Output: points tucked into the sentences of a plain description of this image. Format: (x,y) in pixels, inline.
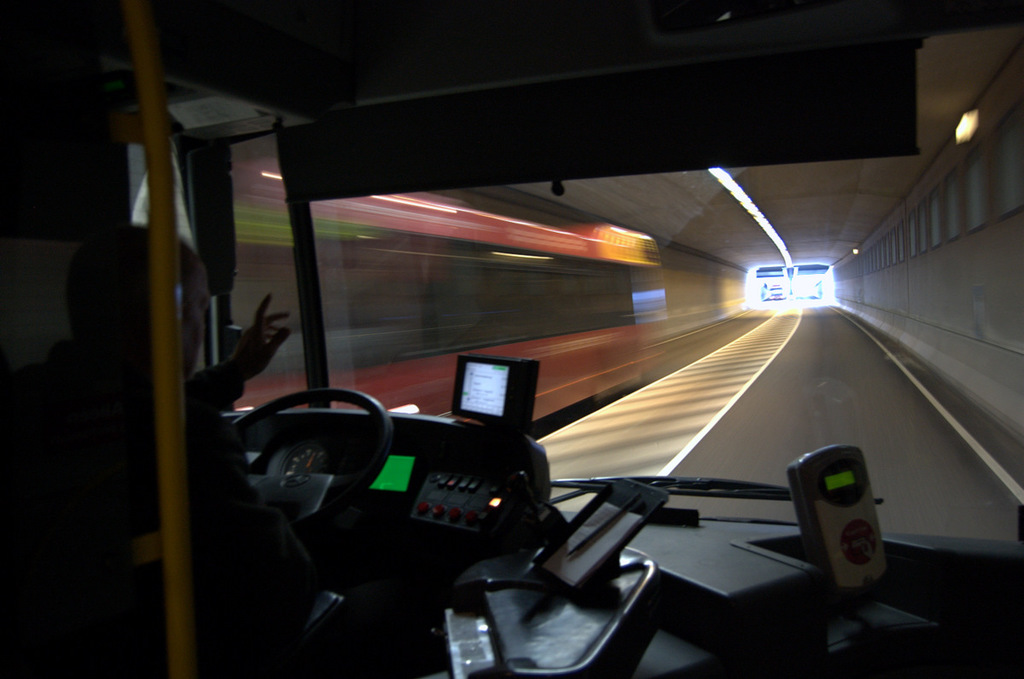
In the foreground (226,483) I can see a person (220,371) is driving a vehicle (432,456) on the road (653,438), bus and cars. In the background (775,235) I can see lights (775,235) on a rooftop (808,228) and a wall (889,279). This image is taken may be during a day.
